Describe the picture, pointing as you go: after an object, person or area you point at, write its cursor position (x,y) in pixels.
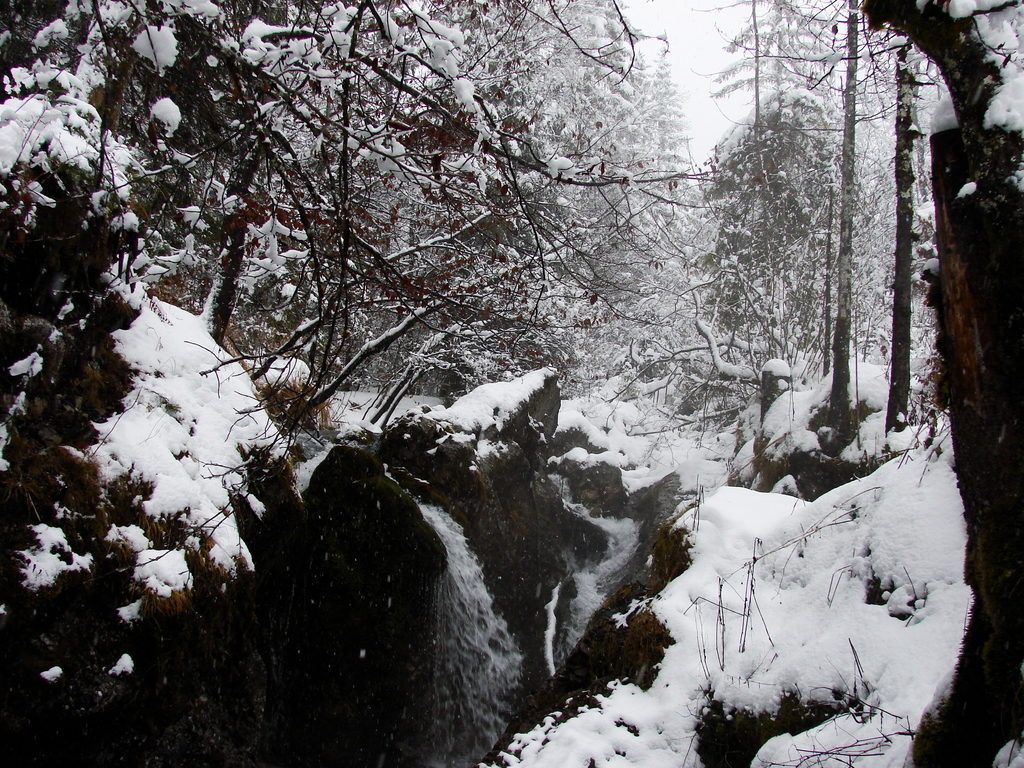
In this picture I can see trees (471,340), snow (480,404) and the sky (725,30). This picture is in color.
